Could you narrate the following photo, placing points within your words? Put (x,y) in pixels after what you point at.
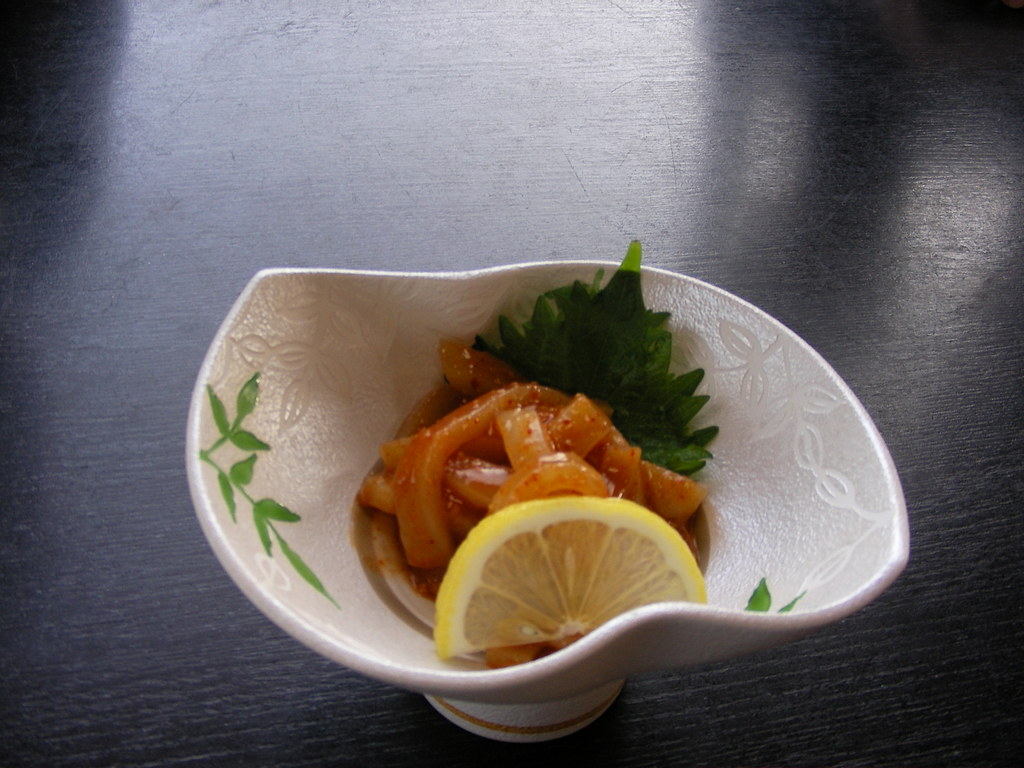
In this image I can see food items (388,468) in a bowl (333,420). This bowl (399,423) is on a black color wooden surface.
